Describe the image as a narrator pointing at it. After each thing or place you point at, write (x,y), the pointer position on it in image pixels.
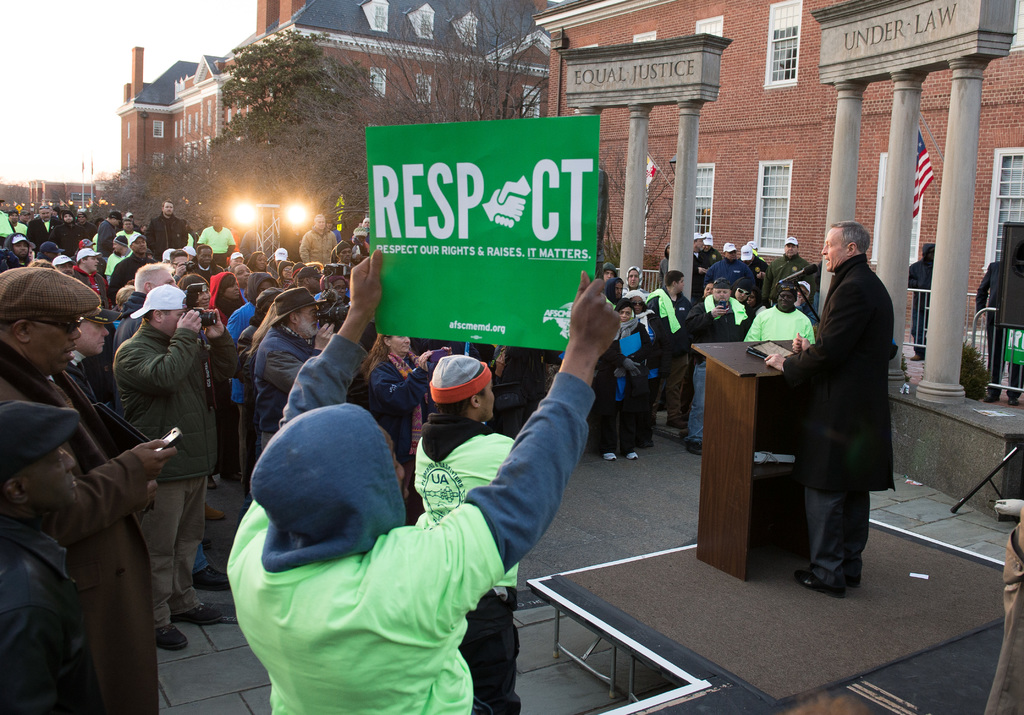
In this image we can see some houses (734,53), some pillars (711,53), some flags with poles (82,171), two lights (294,211) attached to the rods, some people (23,265) are standing, some people (170,297) are holding objects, one stage (928,583), one man (846,487) standing near the podium (757,372), one object (800,291) on the podium (766,483), one podium (755,477) on the stage (831,641), one object (782,455) in the podium (742,364), some objects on the ground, two plants (970,377) with pots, few barriers (981,353), some trees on the ground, one board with text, some objects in the background (21,191) and at the top (7,68) there is the sky (68,67).
